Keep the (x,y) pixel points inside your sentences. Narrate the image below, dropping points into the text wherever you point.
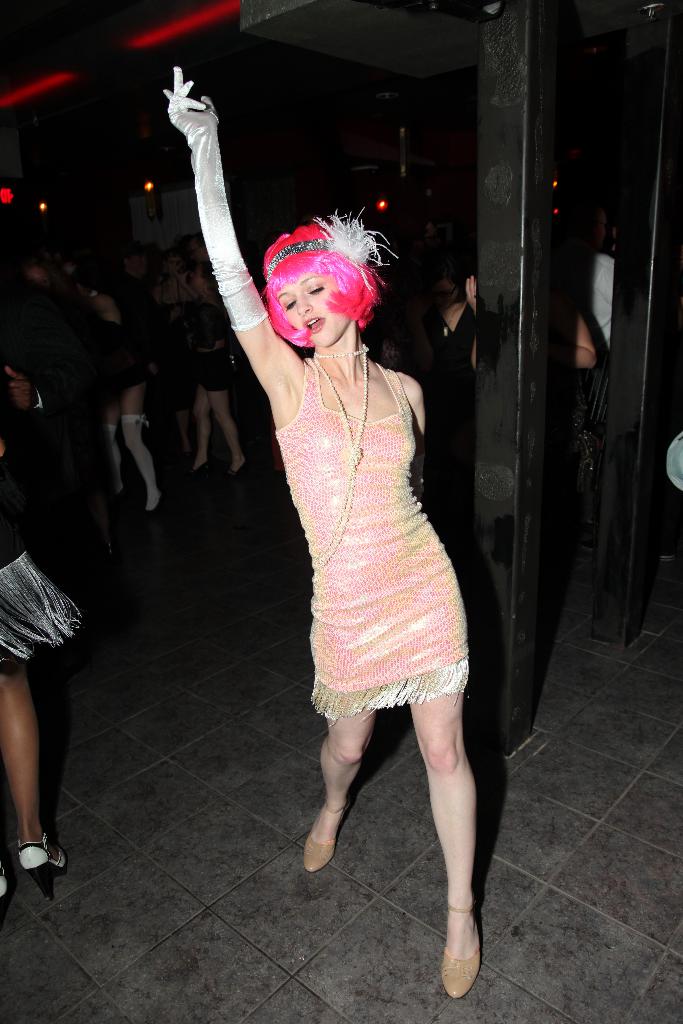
In this picture I can see groups of people (221,388) dancing on the floor (533,778). And there is a pillar (628,369).
